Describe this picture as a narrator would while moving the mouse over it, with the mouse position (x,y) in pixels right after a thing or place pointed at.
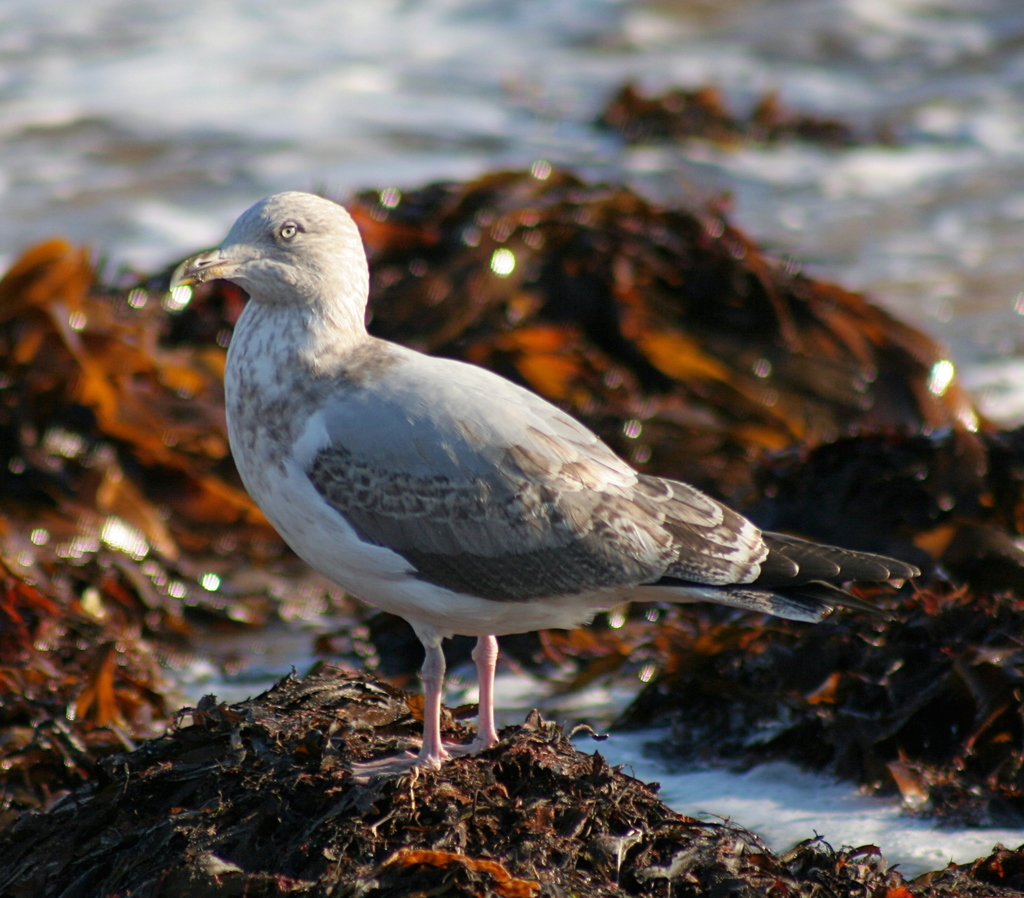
In this image we can see a bird (538,495) on the ground (414,722). We can also see the water (799,254).
